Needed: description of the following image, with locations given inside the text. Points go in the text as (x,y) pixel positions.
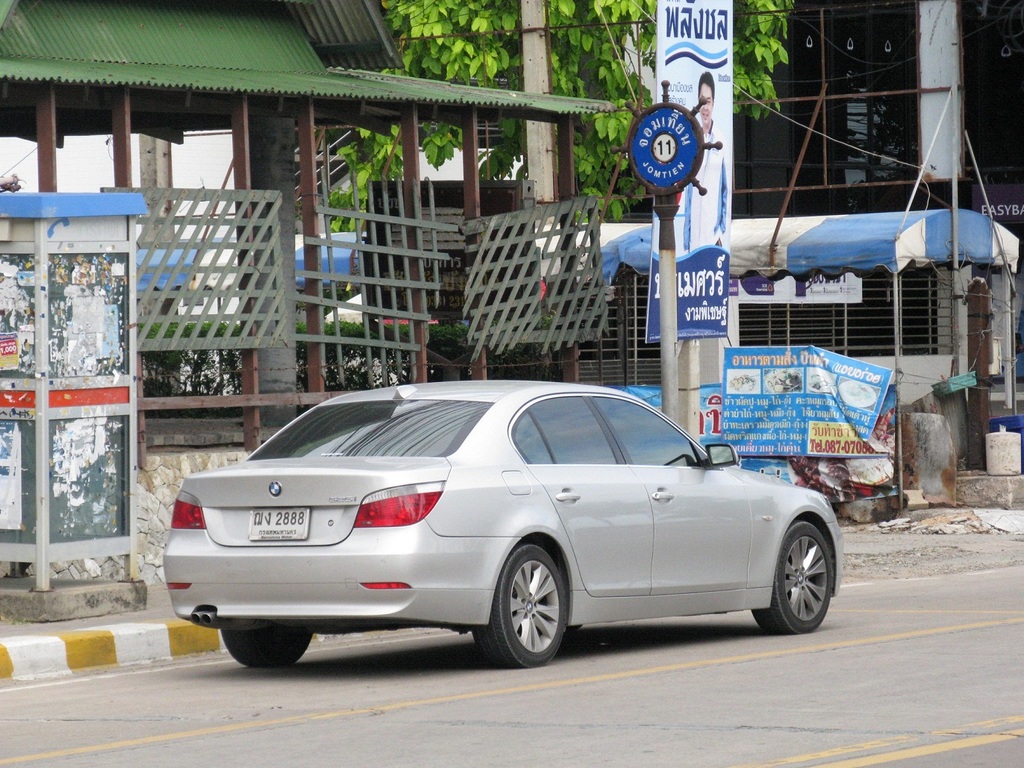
In this image at front (757,549) there is a car (755,532) parked on the road (479,683). At the back side (714,1) there are buildings (495,123), trees (643,43) and a sign board (727,86).
